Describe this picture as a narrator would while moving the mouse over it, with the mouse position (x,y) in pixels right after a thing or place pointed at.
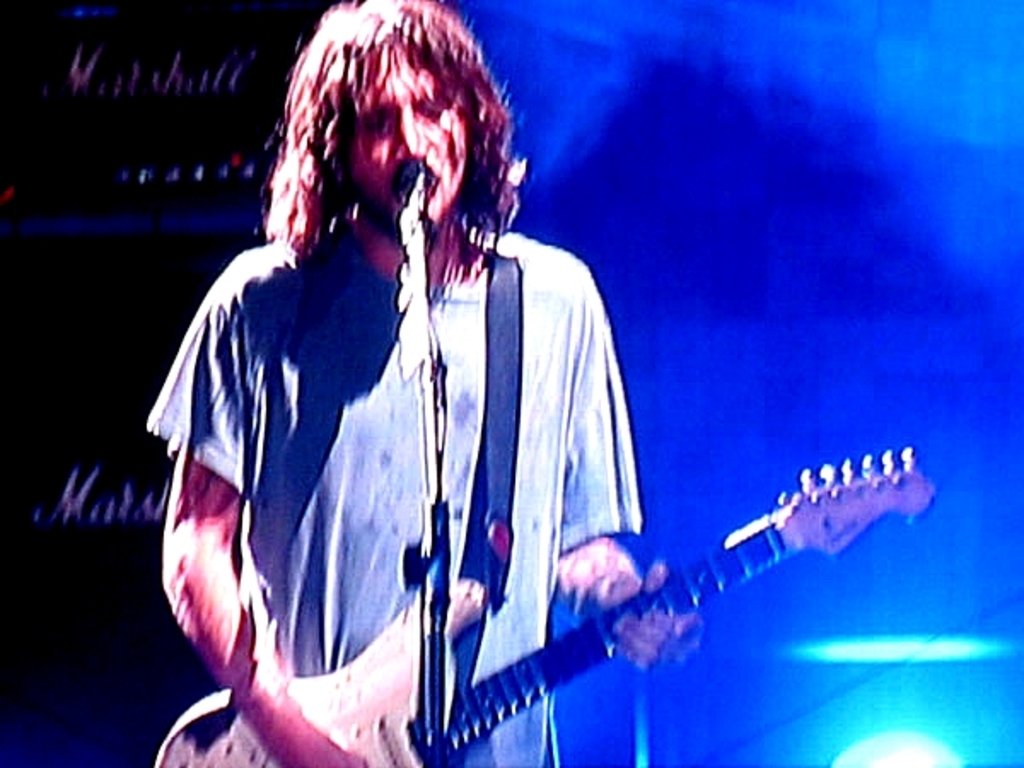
In this picture there is a man (248,380) who is wearing t-shirt (517,475) and he is playing a guitar (912,487) and he is standing in front of the mic (415,223). On the left (166,312) I can see the banner (129,126). In the bottom right corner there is a light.
